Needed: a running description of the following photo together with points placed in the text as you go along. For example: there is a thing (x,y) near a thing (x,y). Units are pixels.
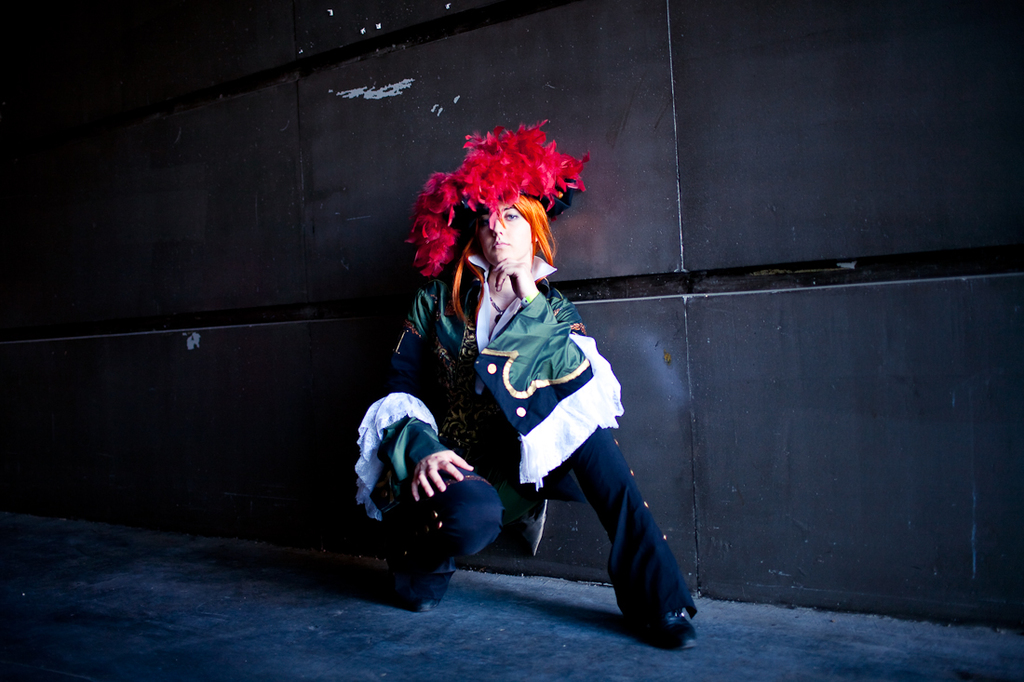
In the center of the image (439,351) there is a woman (435,581) sitting on the ground (448,622). In the background (549,42) there is wall (440,46).
